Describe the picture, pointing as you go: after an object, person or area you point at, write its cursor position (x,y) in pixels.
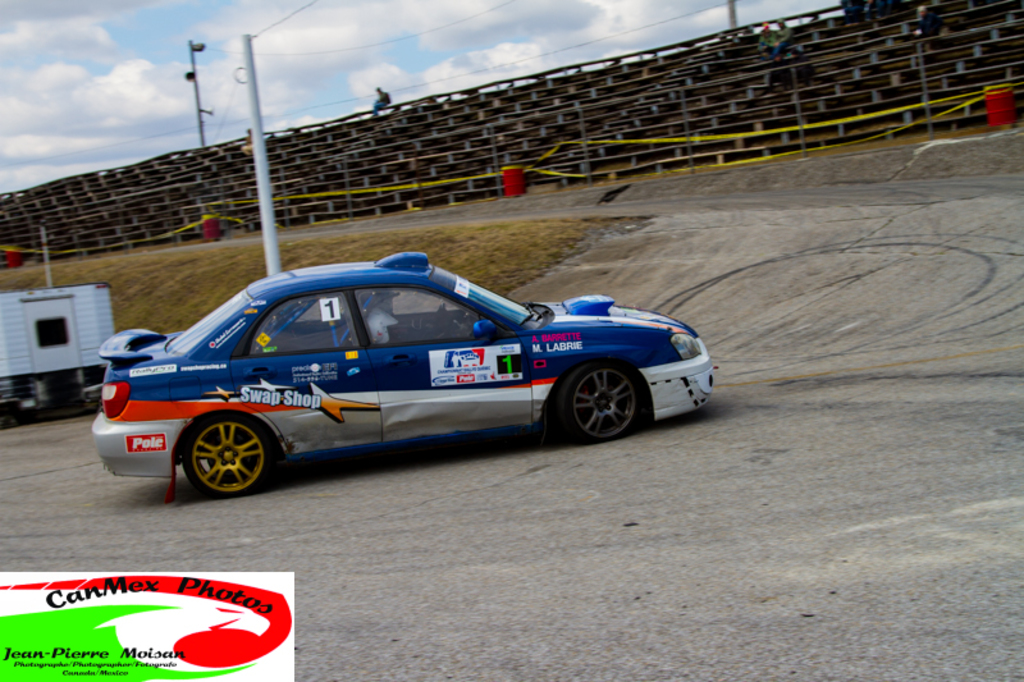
In this picture, there is a car (380,408) moving towards the right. It is in blue in color. At the bottom (495,576), there is a road (434,468). On the top (201,173), there are stairs (345,150) with poles (264,206). In the background (360,52), there is a sky (362,56) with clouds (321,35).
